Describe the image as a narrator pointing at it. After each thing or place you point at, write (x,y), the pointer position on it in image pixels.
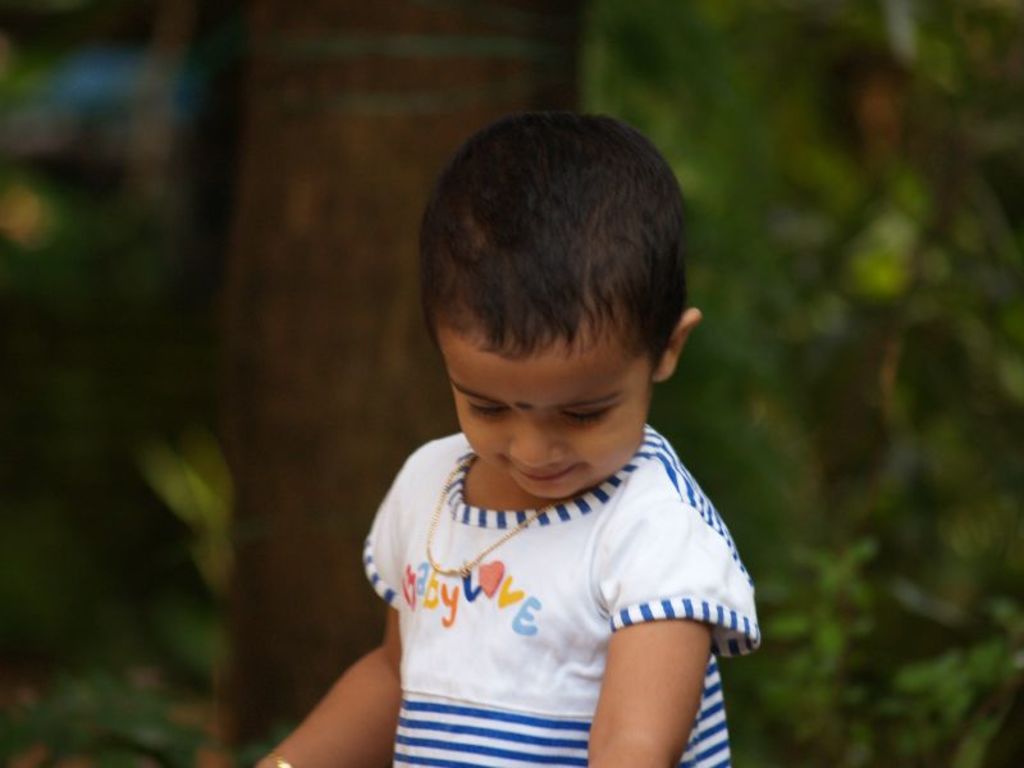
In the center of the picture (579,383) there is a kid (529,455) in white dress (466,635). The background (904,144) is blurred.
